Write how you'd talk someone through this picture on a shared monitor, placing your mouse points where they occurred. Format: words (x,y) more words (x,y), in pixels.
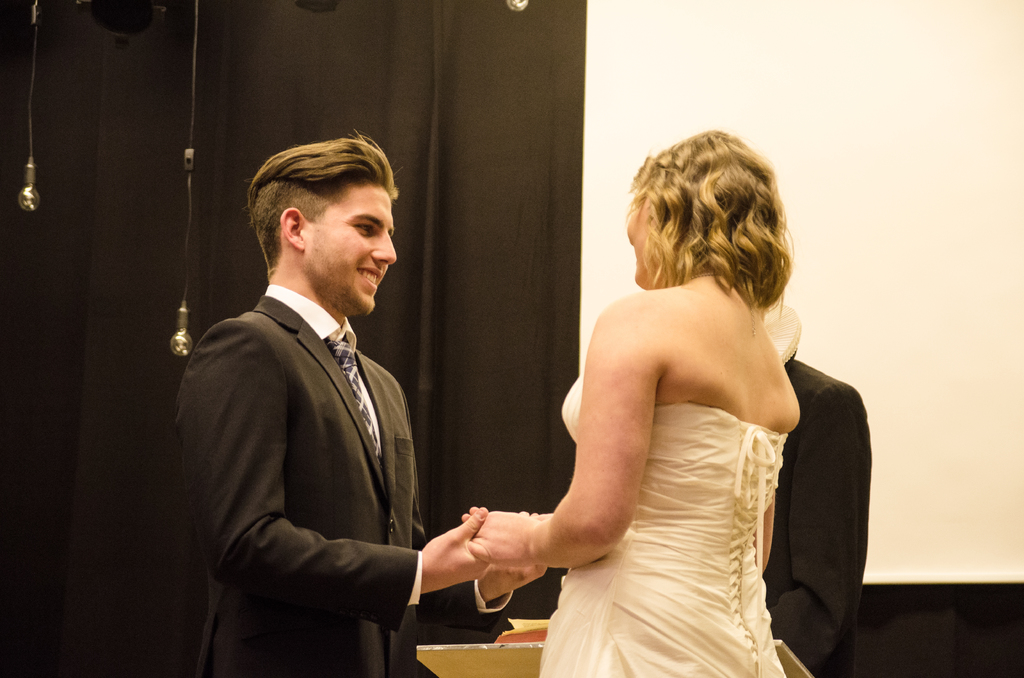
In front of the image there are two people (622,483) holding their hands (451,555). Behind them there is a podium (529,649). On top of it there is some object (531,635). Behind the podium (537,652) there is a person (786,482). In the background of the image (407,129) there is a curtain (286,36). There is a wall (721,71). There are lamps (94,1) hanging from the top.
